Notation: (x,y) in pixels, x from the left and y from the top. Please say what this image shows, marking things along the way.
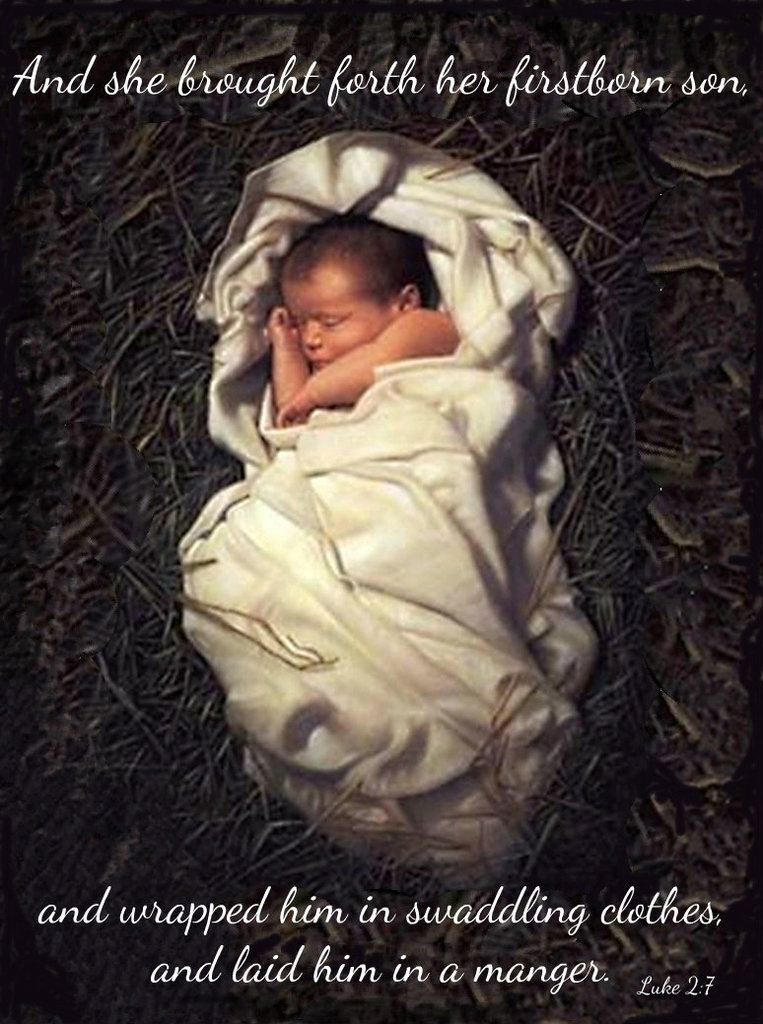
As we can see in the image there is a child (342,299), white color cloth (361,600) and the image is little dark.
